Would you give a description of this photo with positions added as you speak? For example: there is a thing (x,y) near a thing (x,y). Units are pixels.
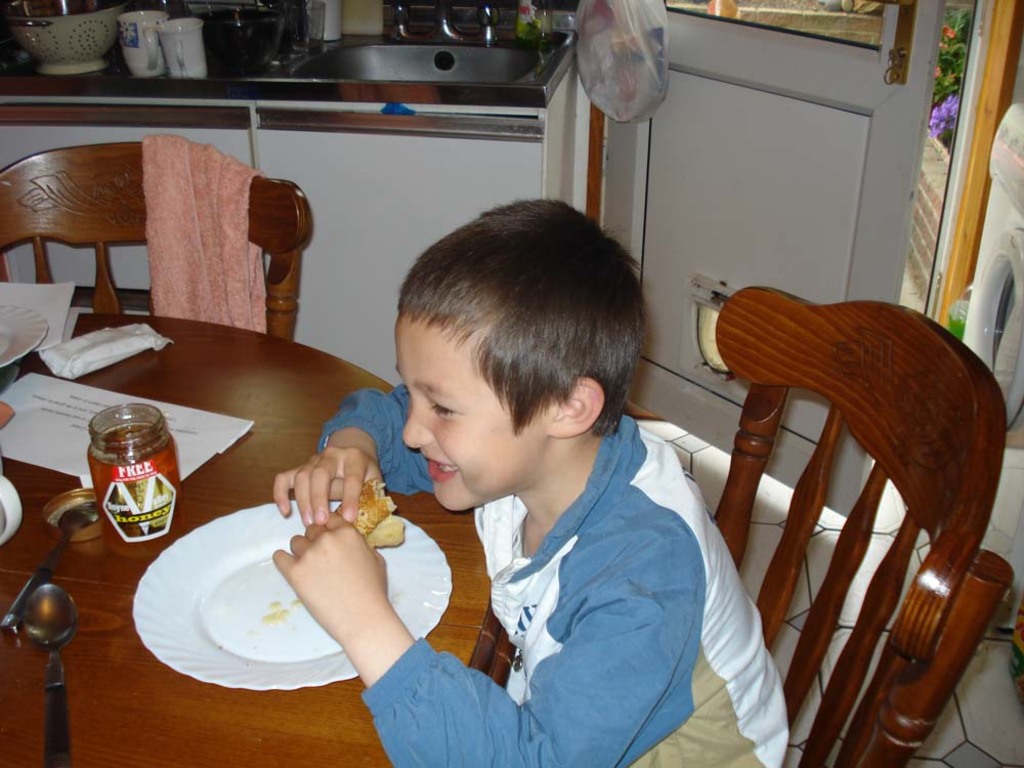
In this picture we can see a boy (636,589) sitting on the chair (940,507) in front of him there is a table (136,685) on the table (147,710) we have bottle (146,479) plate (254,603) spoons (64,605) and some papers (79,439) there is another chair (77,201) beside him back side we can see a door (721,155) and some cups (138,46), bags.
